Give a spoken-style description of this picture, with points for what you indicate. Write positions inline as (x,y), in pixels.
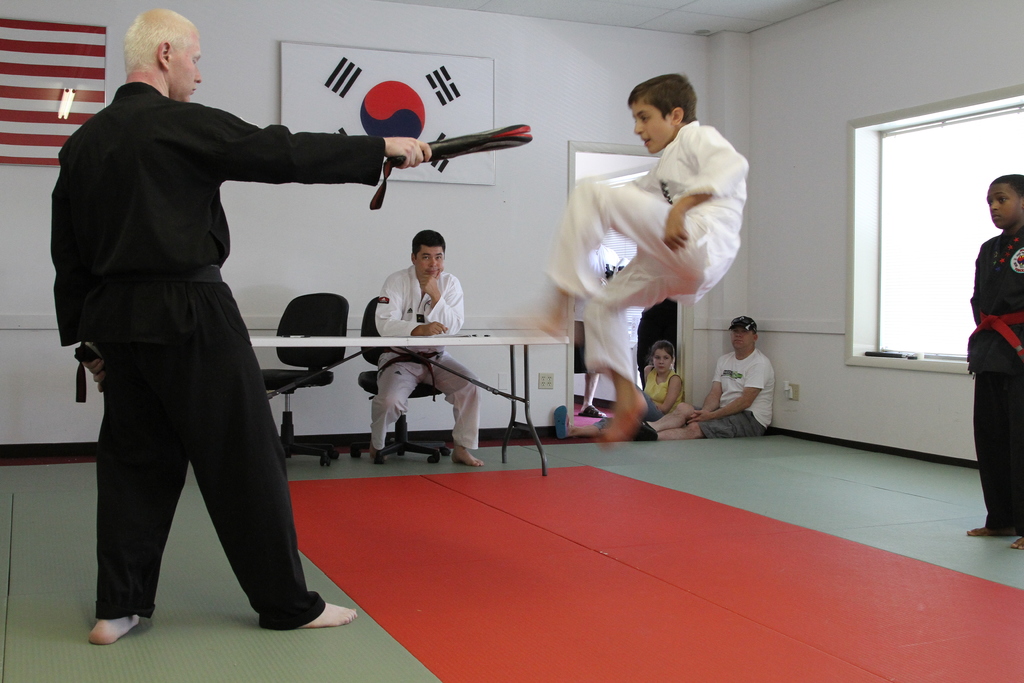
In this image I can see few people (724,241). There is a person (172,226) standing and holding an object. There are chairs (363,381), there is a table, door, window (886,311) and there are walls (825,227). Also there are boards (414,136) attached to the wall (244,192).
